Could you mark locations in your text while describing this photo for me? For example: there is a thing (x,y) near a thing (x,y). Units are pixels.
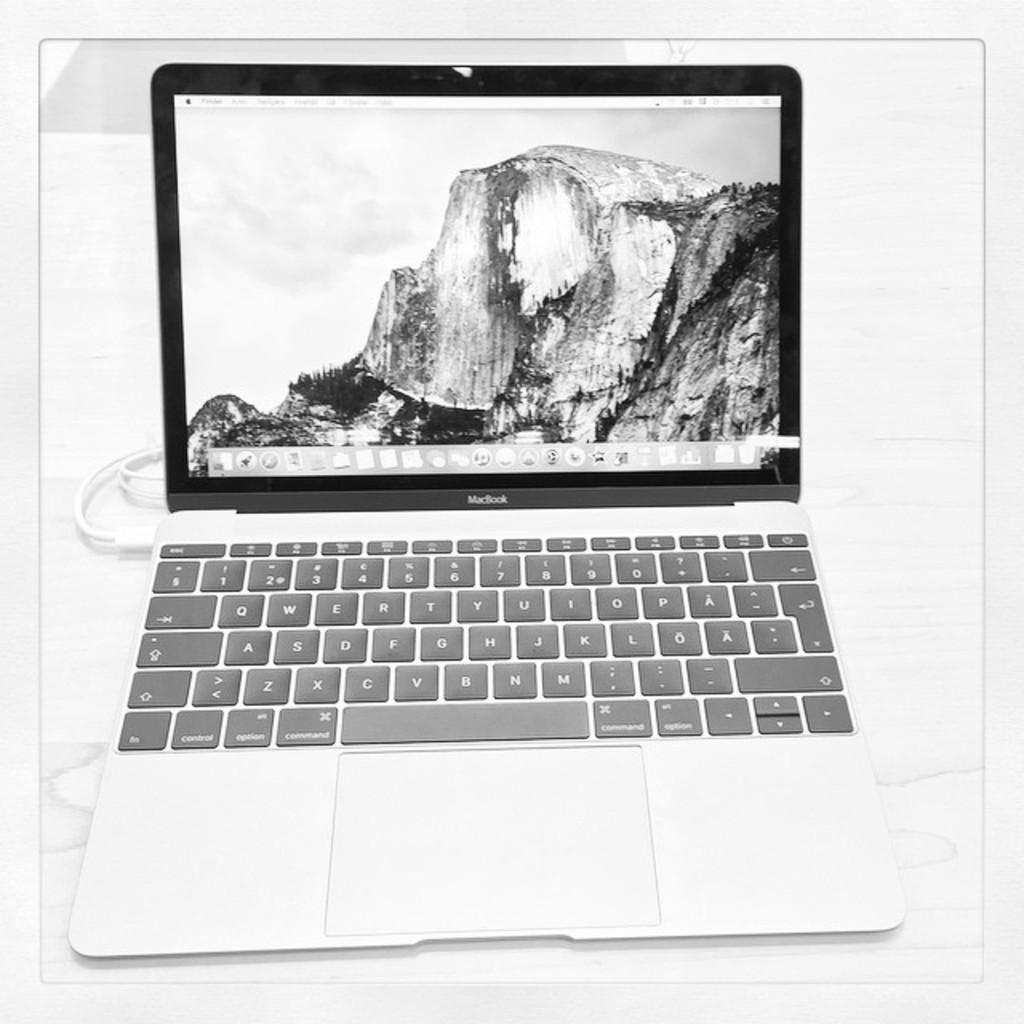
In this picture we can see a laptop (755,615) on a platform (62,722).
